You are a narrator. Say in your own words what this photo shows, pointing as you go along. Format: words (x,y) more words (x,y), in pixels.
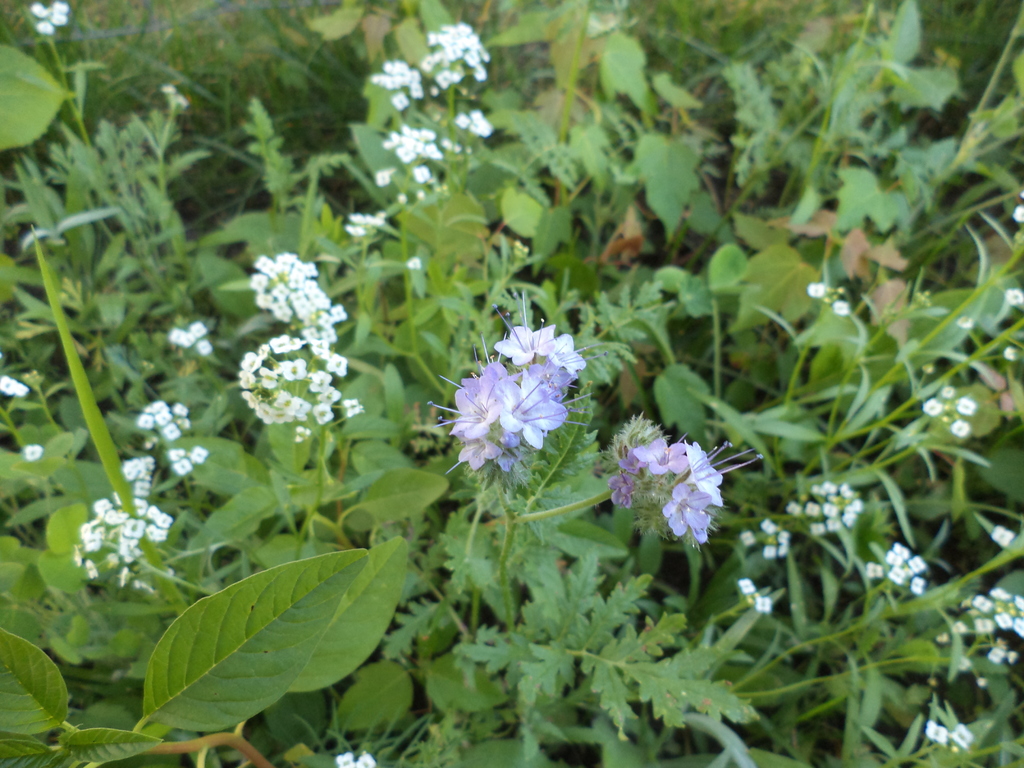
In this image I can see few flowers (537,387) which are purple and white in color to the plants (345,302) which are green in color.
